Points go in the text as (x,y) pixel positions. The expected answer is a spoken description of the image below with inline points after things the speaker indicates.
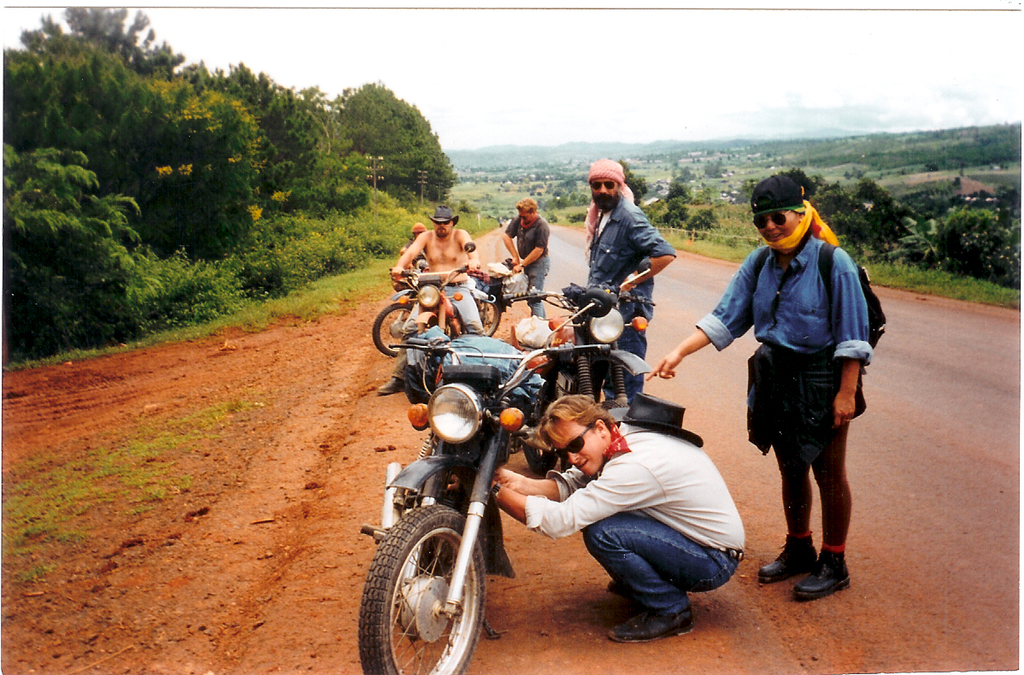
This picture shows a man (466,308) on the motorcycle (401,304) and three people (534,277) standing and a person (538,516) holding a motorcycle (493,565) with his hands (521,482) and we see few trees (14,110) around.
